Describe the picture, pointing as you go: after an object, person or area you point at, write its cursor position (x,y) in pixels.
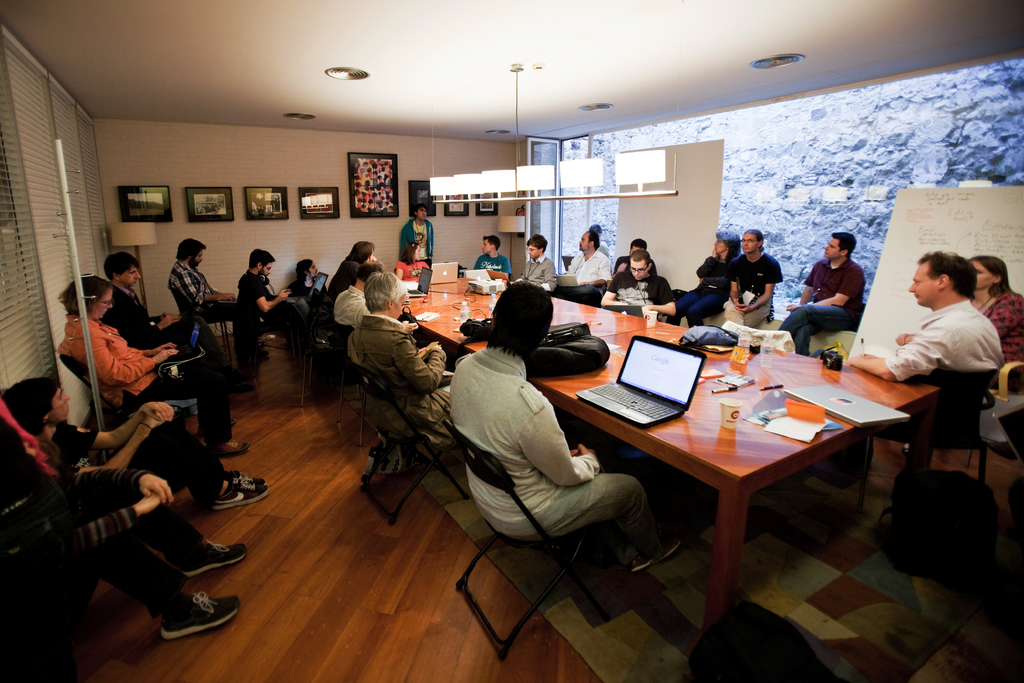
In this picture I can see group of people (491,414) sitting on the chairs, there is a person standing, there are laptops (623,308), bottles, bags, cups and some other objects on the table (794,447), there are lights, and in the background (314,204) there are frames (285,215) attached to the wall (453,146).
